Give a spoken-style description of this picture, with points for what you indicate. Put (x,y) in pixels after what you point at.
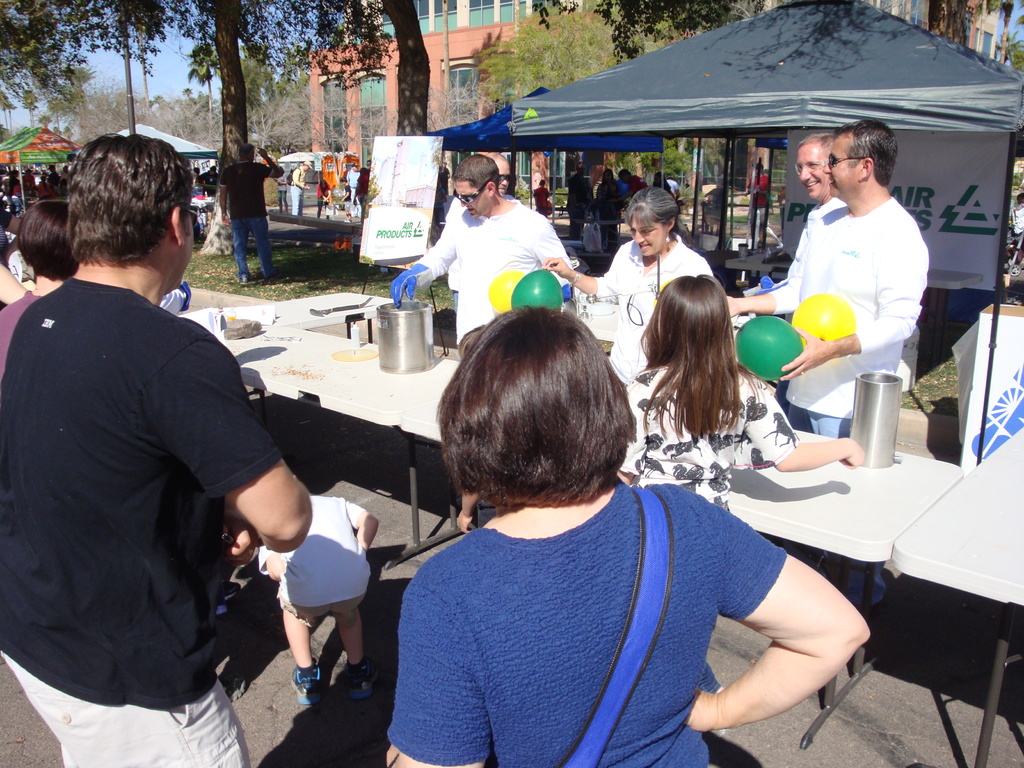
This image is of outside. In the center (519,479) there is a Woman (580,697) standing and in the left (133,389) there is a Man (123,528) and a kid (316,599) standing. On the right (845,180) there is a Man (852,232) and a Woman (671,274) holding balloons (778,341) in their hands (782,380) and standing, behind them there is a black color tent (869,72) and in the background (116,34) there are some trees (422,56), sky (169,75) and a Building (462,76).
